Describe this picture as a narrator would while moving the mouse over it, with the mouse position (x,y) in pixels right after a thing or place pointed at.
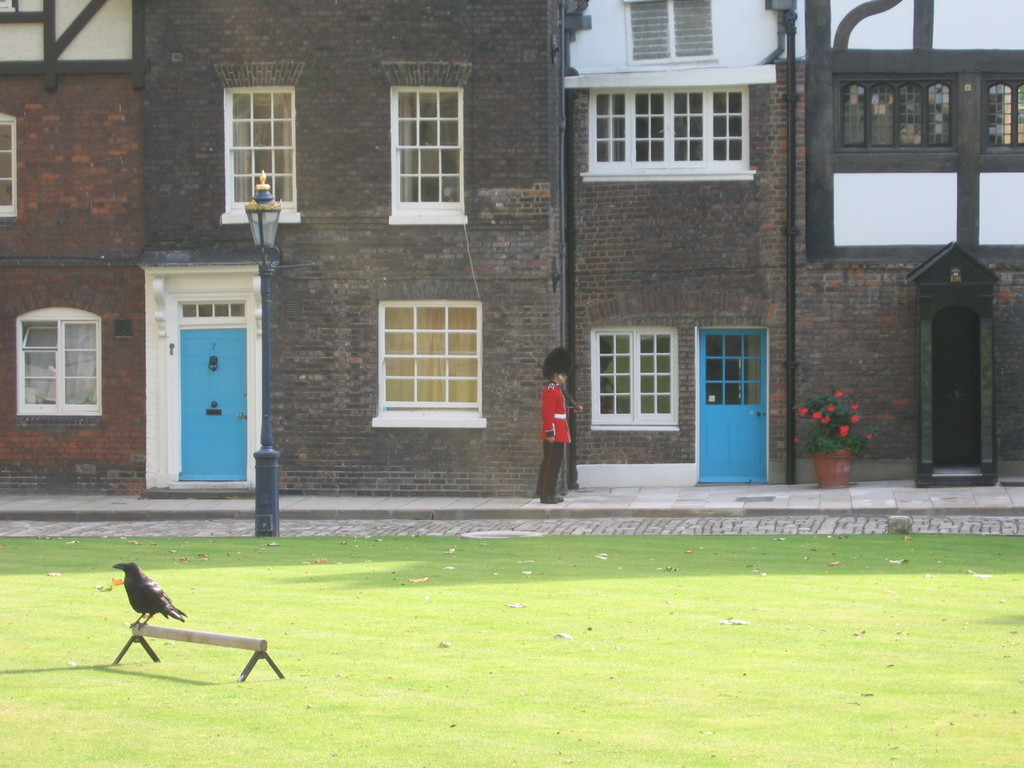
In this image we can see the buildings (466,357), there are some windows (394,184), doors (731,351), poles (275,479), light (275,461) and a flower pot (819,469) with flowers (838,431) on it, also we can see a bird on the stand (254,664).
